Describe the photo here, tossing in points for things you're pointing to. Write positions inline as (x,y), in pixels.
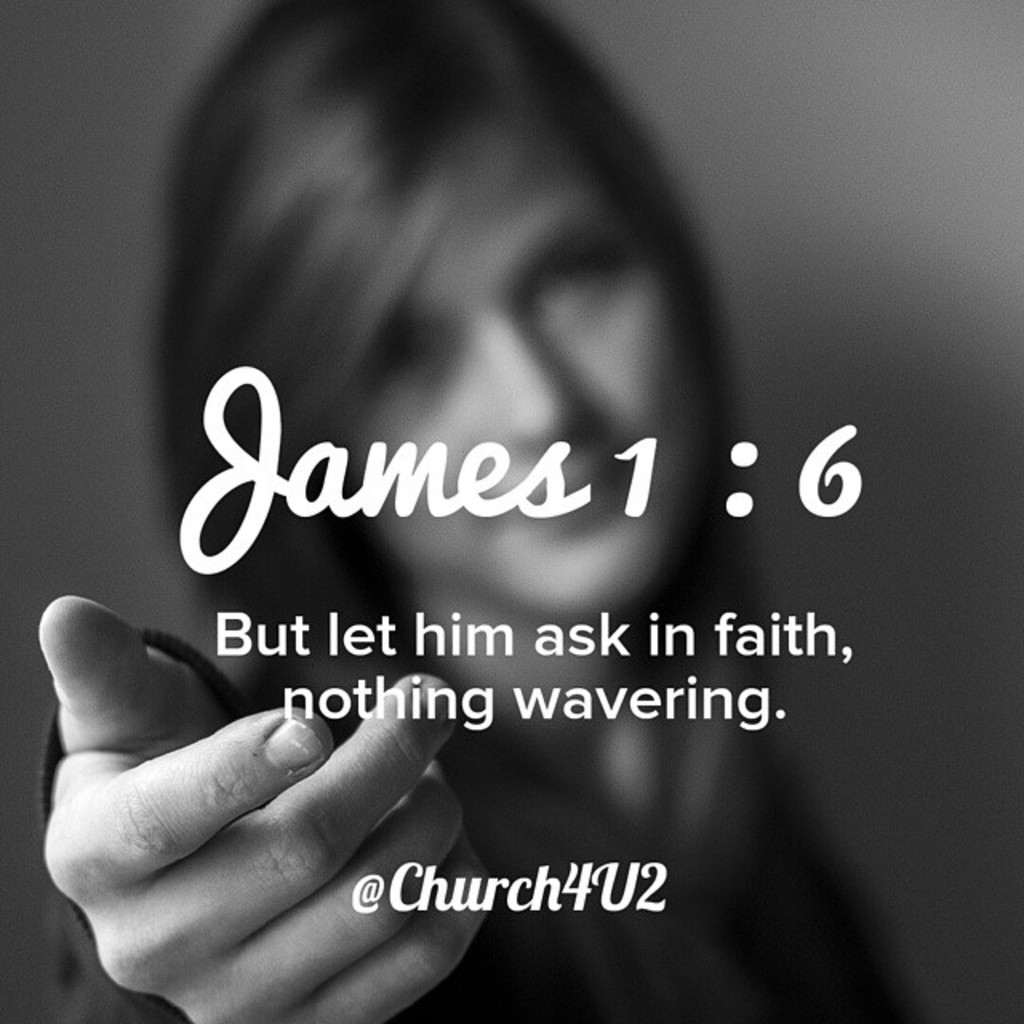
This is a black and white poster (350,499), we can see a person (513,355) and some text (331,642) on it.
